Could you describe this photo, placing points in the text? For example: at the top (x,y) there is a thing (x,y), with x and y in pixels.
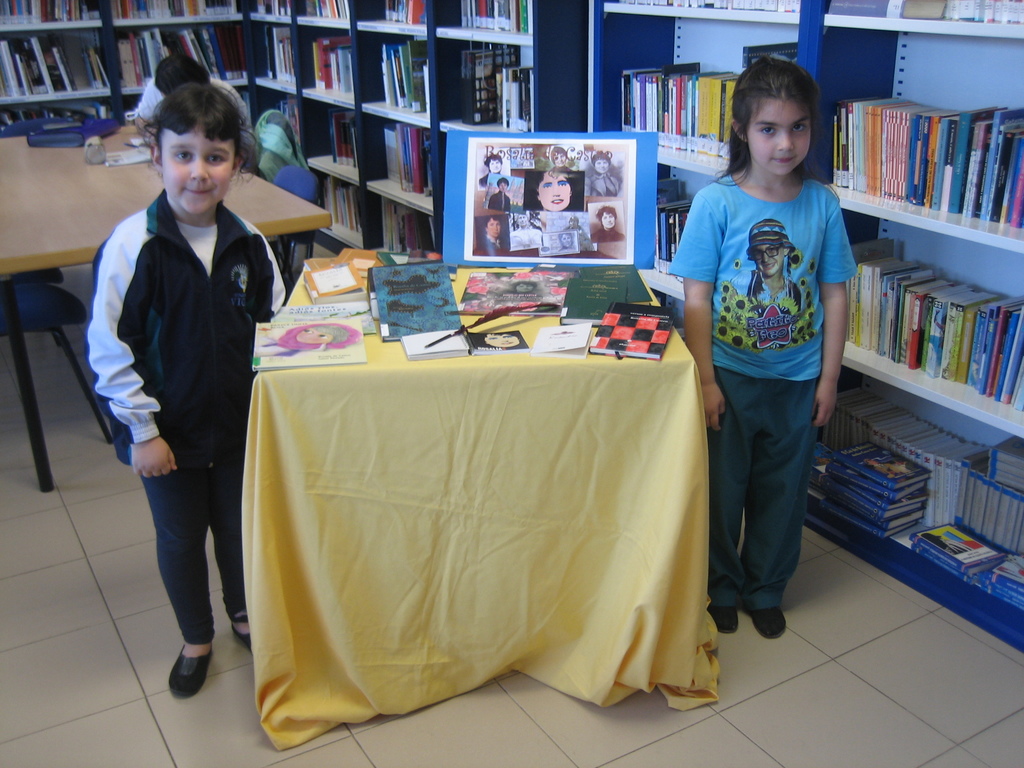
This picture is taken in the library (445,401). The kid (743,308) standing at the right side (776,275) is wearing a blue colour t-shirt (790,269). In the center (561,380) the table (501,389) is covered with a yellow coloured cloth (475,512). On the table (542,316) there are books (497,307), photo frame (557,212). At the left side (183,292) the kid (172,337) is wearing a black colour jacket (186,349). In the background (298,179) there is a table (50,198) and chairs (296,178), person (164,84) sitting on the chair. There is the shelves (968,82) and books (944,178) are filled in the shelves (526,60).
